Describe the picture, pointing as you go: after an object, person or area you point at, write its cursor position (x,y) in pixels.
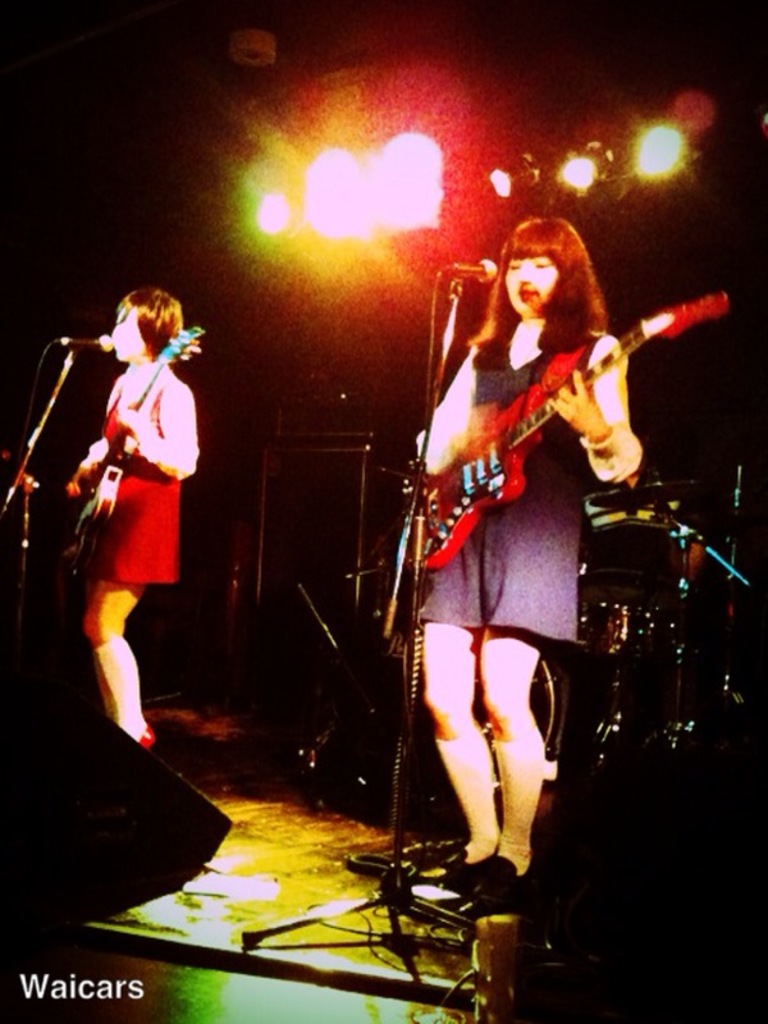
In this image i can see 2 women (564,308) standing and holding guitars (463,470) in their hands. I can see microphones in front of them. In the background (419,166) i can see lights (312,183).
